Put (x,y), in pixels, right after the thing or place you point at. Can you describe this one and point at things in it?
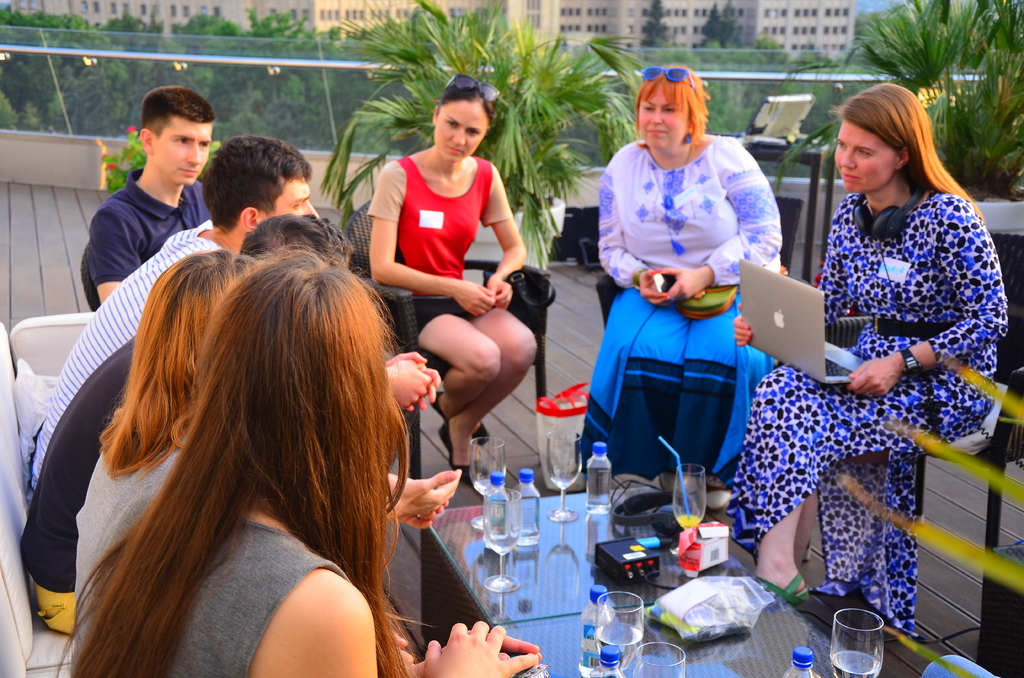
In this picture I can see few people (380,357) are sitting on the chairs (402,320), in front (578,565) there is a table (589,588) on which some objects (607,563) are placed.
